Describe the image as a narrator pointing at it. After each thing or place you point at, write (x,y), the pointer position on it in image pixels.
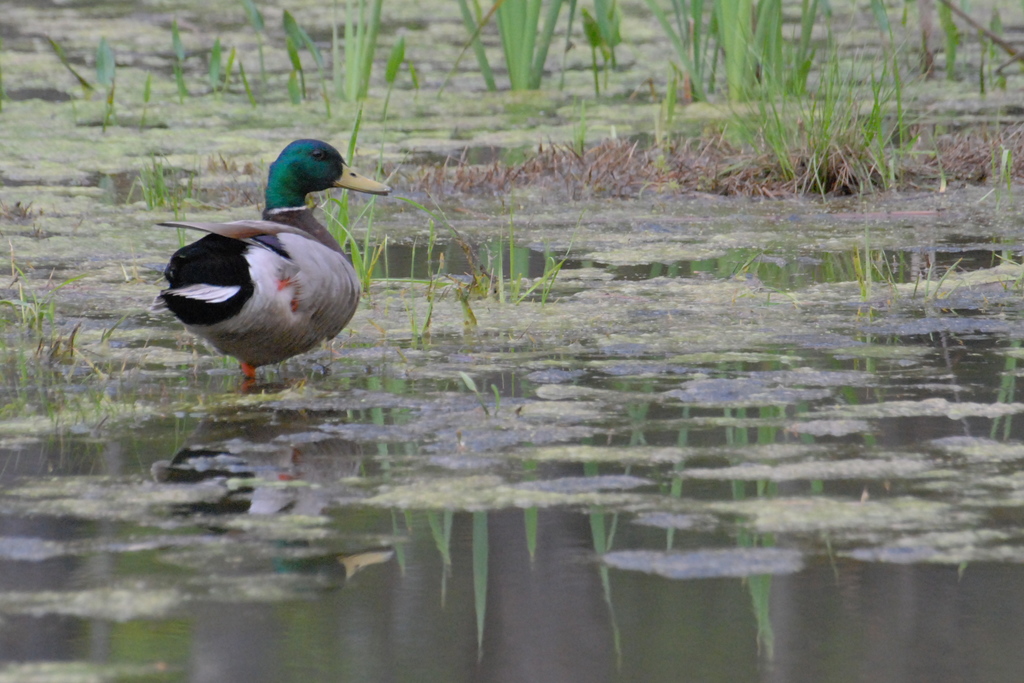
In this image, we can see a bird (254,316) and some grass plants (336,47) in the water (672,522).
